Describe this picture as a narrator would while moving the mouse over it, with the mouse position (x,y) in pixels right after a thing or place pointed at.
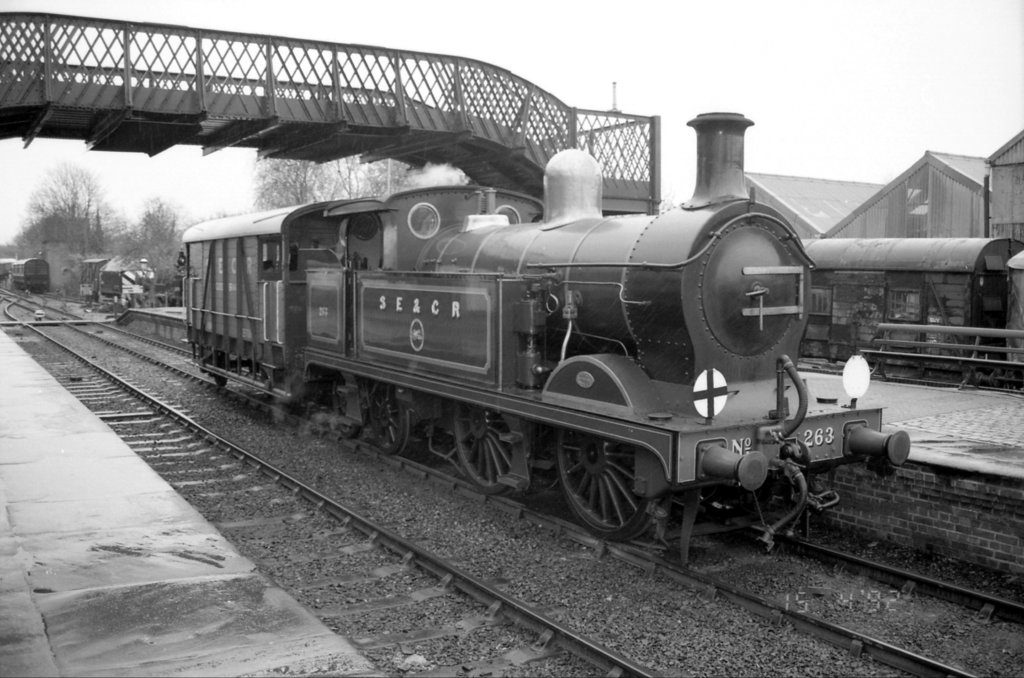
This is a black and white image in which we can see there is a train (775,532) on the tracks (722,558), also there is a bridge (26,61) connecting the platforms (58,428) and there is a building (777,193) beside the platform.
